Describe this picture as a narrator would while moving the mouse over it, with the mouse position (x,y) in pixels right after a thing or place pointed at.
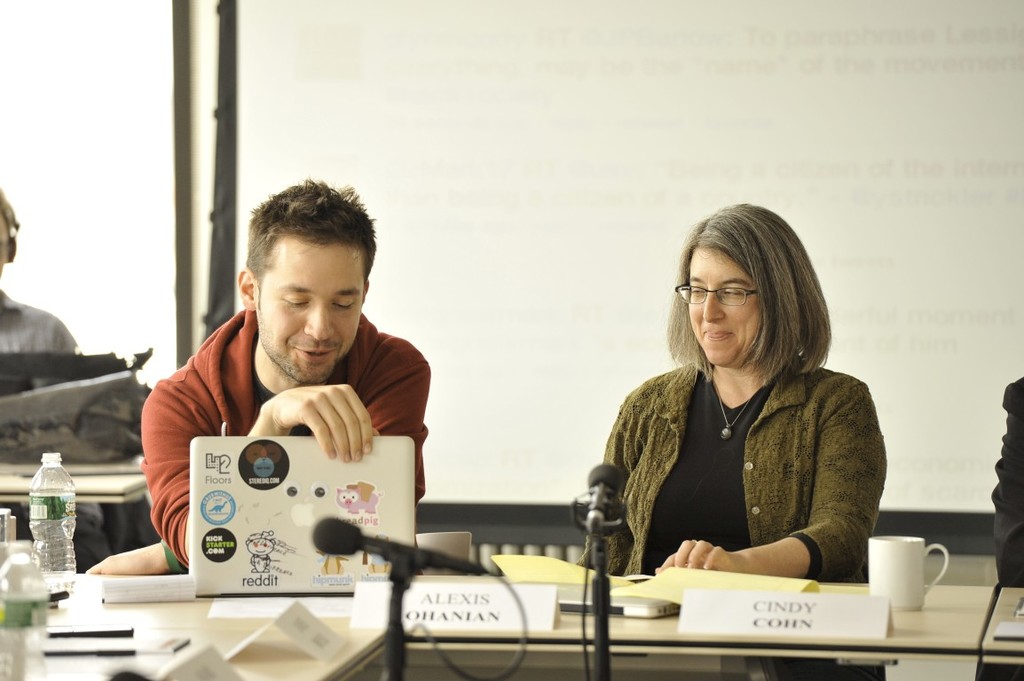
In this image, we can see a woman (632,437) and man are sitting and smiling. Here a person (368,367) is holding a laptop (302,536). At the bottom (522,666), we can see tables (507,638). Few objects (400,680) are placed on it. Background (586,303) we can see the screen (513,202). On the left side (46,337), it seems like a person (16,327) is sitting. Here we can see few objects (82,413) and wall (82,249).
